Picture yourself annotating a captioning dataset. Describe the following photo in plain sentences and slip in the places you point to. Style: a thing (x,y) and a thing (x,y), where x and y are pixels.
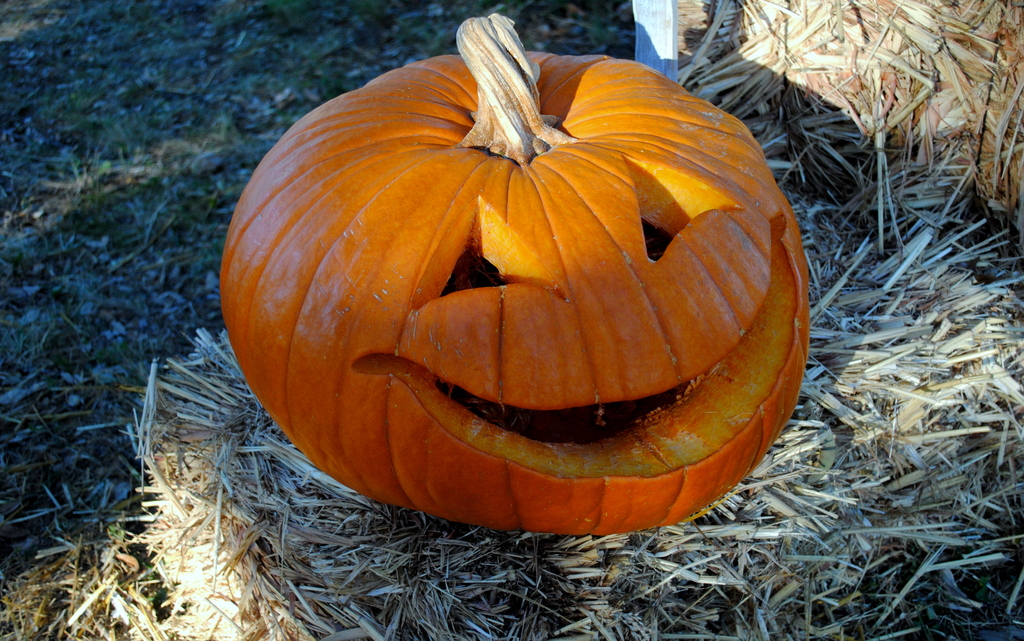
In this image I can see dry grass (219,340) and on it I can see an orange colour pumpkin (412,272).
